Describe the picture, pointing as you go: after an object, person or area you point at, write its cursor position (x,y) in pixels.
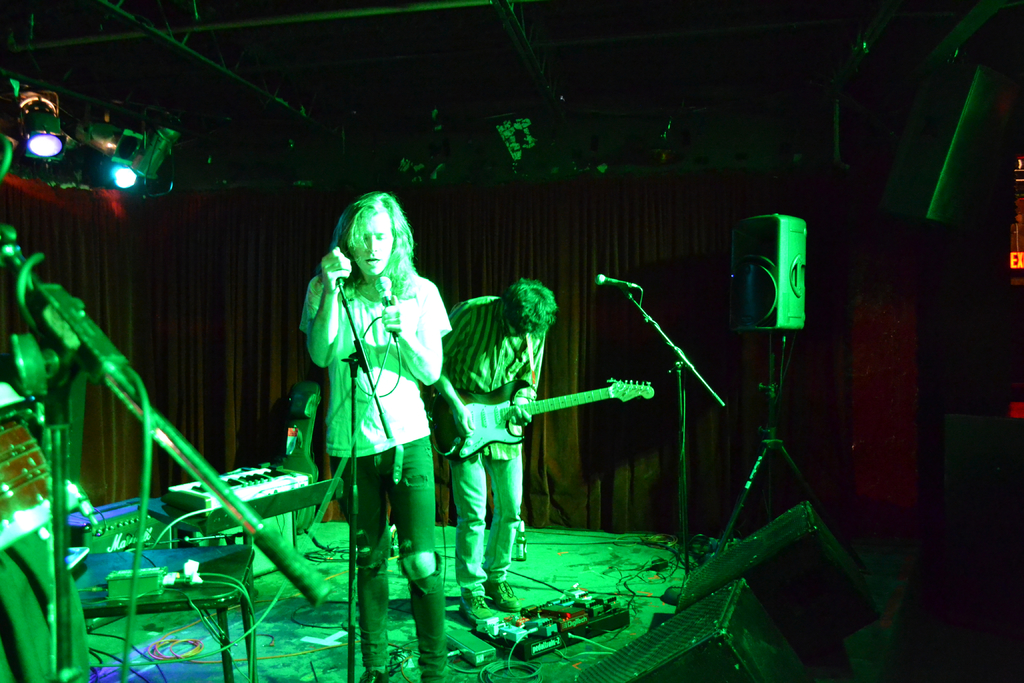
This woman (400,317) is standing and holding a mic (384,277). This man (510,330) is playing a guitar (480,434). This is mic (631,287) with holder (704,376). This is a speaker (773,324) with stand (771,393). On top (59,145) there are focusing lights (116,170). This is curtain (141,277). These are musical instruments (246,490). On floor (537,552) there are cables (519,675) and device (553,632).
